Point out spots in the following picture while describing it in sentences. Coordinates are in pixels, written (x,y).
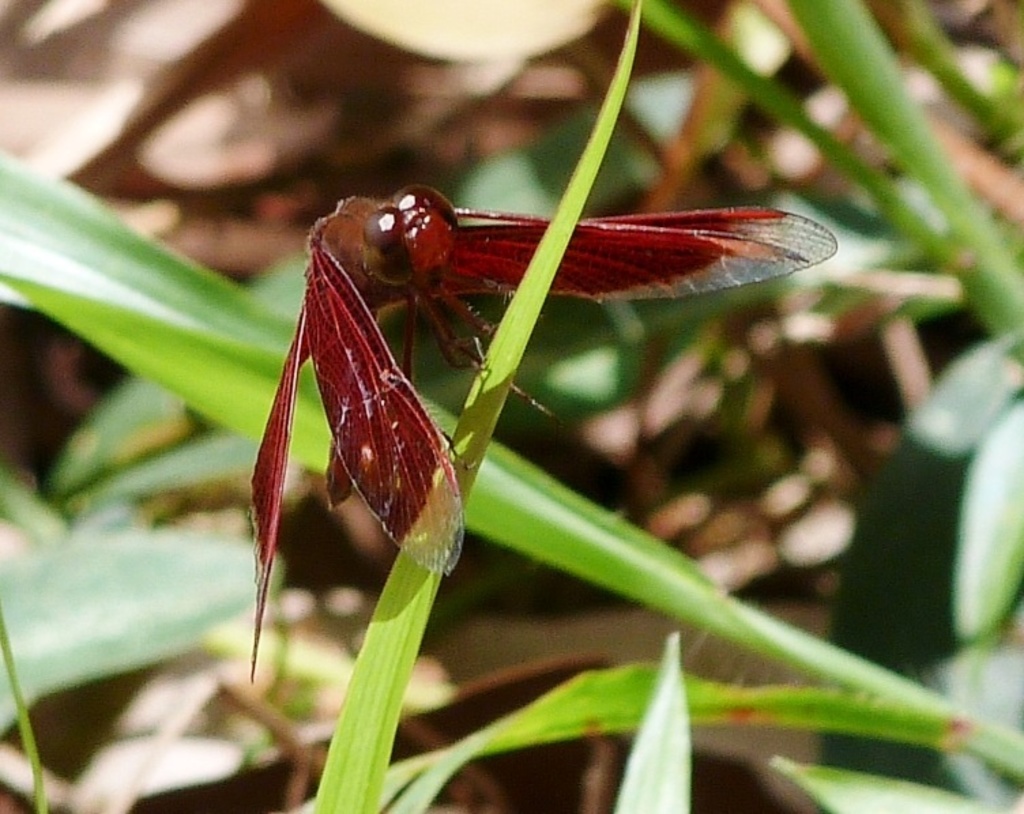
In this image we can see an insect (345,486) on the grass (618,672) and in the background (641,108) the image is blurred.
